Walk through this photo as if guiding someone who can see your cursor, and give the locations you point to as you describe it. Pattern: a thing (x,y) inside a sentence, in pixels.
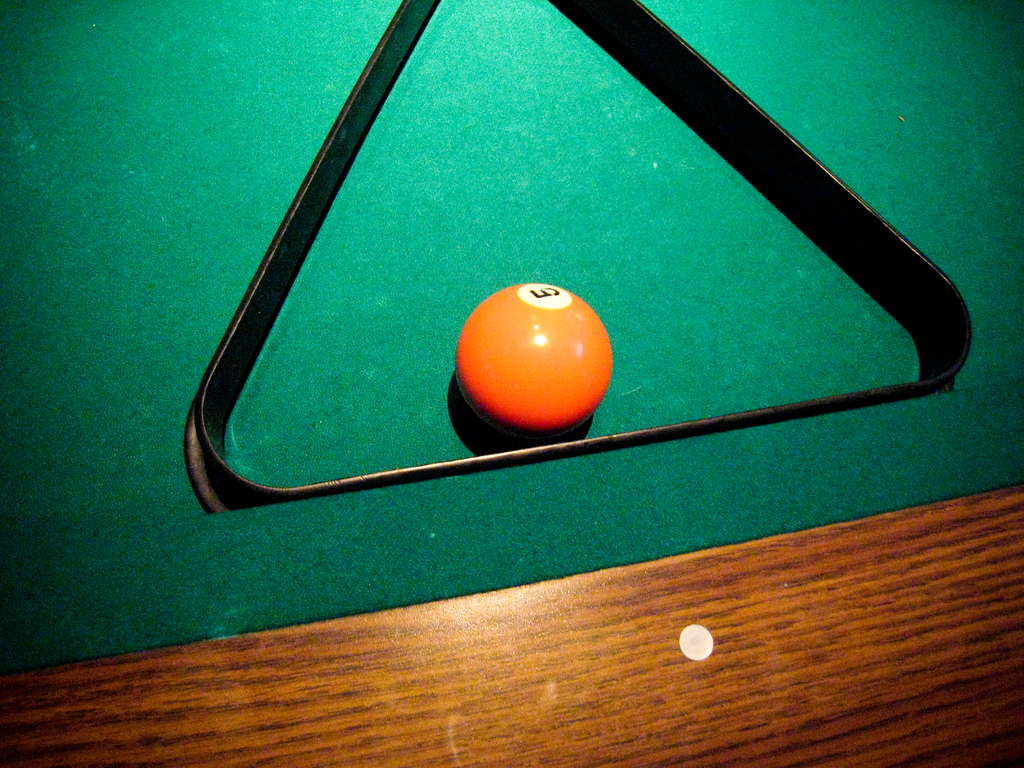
We can see ball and object (201,408) on green surface (256,511).
